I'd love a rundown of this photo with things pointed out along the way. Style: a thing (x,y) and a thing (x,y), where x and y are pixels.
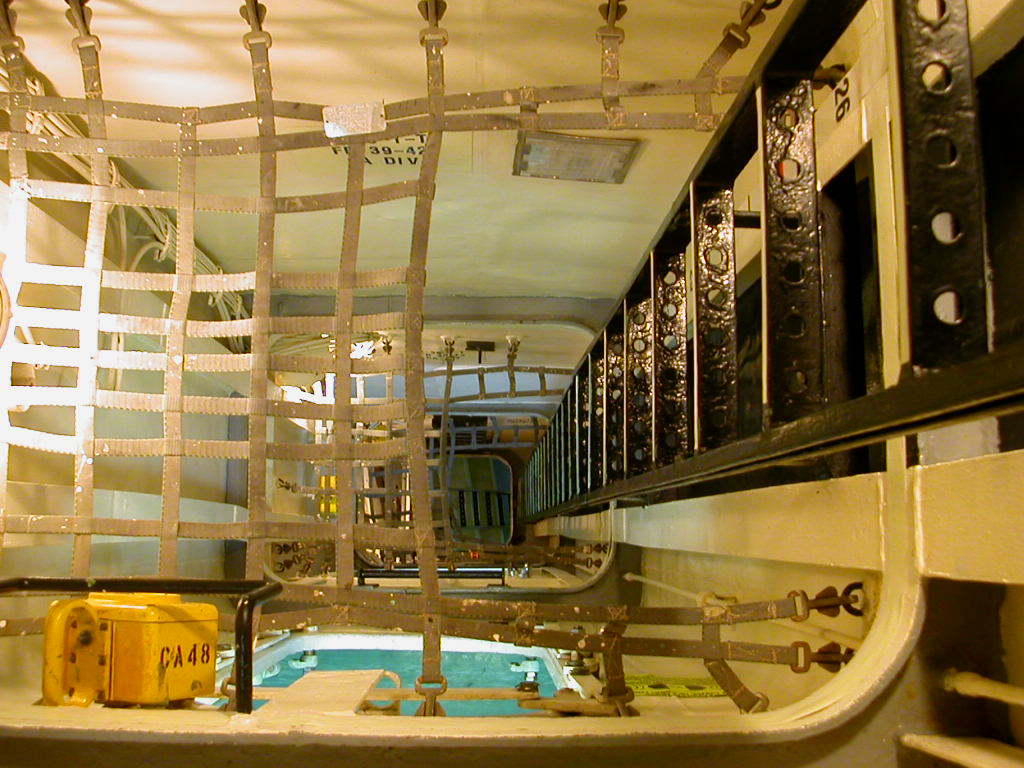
There is a shaft (150,302) in which this shaft (187,431) is covered using these nets (243,412). The shaft (150,482) has a teal floor (412,662). There is a ladder (726,376) on the right side of the image (822,405) in the shaft (508,450). There is a yellow box (150,644) in the shaft (297,499).
